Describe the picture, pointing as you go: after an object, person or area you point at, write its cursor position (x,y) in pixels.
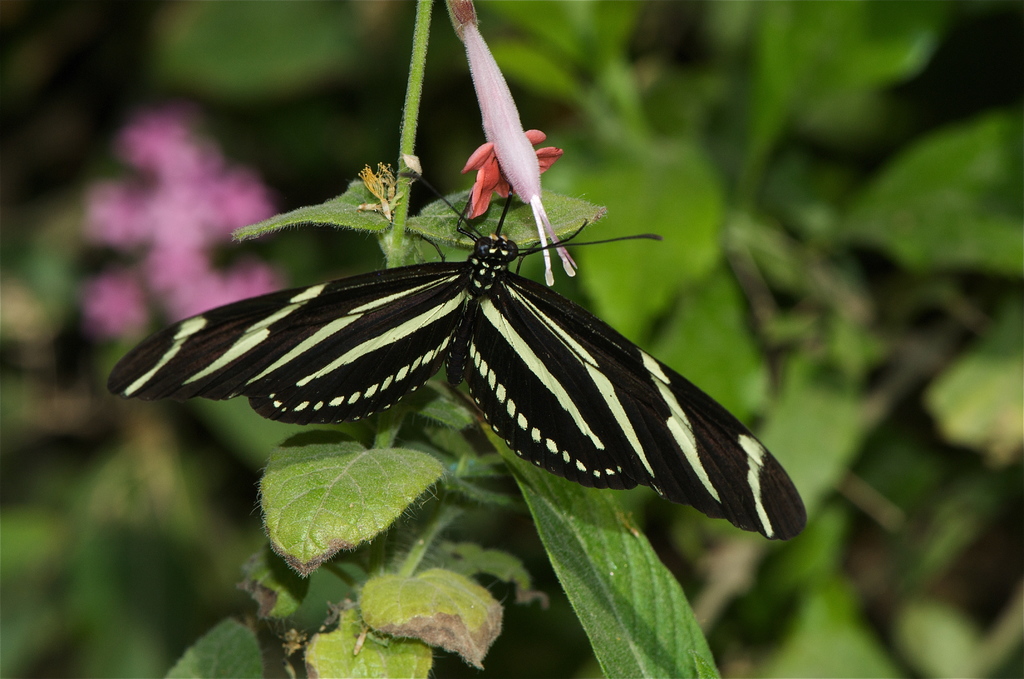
In the center of the image (344,440) we can see one plant (442,621) and one flower (515,185), which is in pink and orange color. On the plant (494,194), we can see one butterfly (415,378), which is in black and cream color. In the background (18,203) we can see plants (966,169) and flowers (188,191), which are in pink color.
